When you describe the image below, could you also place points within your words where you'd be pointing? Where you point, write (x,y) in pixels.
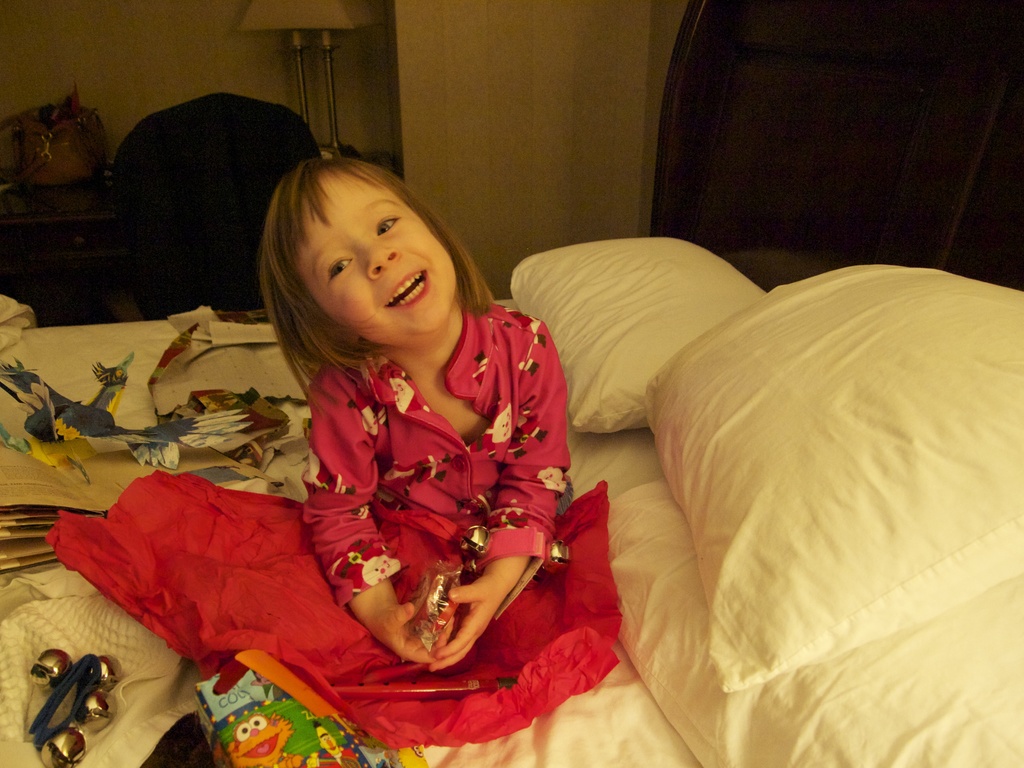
It is a closed room (355,524) where the bed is present in the middle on that there are pillows (719,606) and one girl (485,596) is sitting in a red dress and behind her there is one table (60,220) and chair (147,187) and a bag (66,132) on the table (109,204) and a bed lamp (316,99) on it and there is a wall (469,144).
